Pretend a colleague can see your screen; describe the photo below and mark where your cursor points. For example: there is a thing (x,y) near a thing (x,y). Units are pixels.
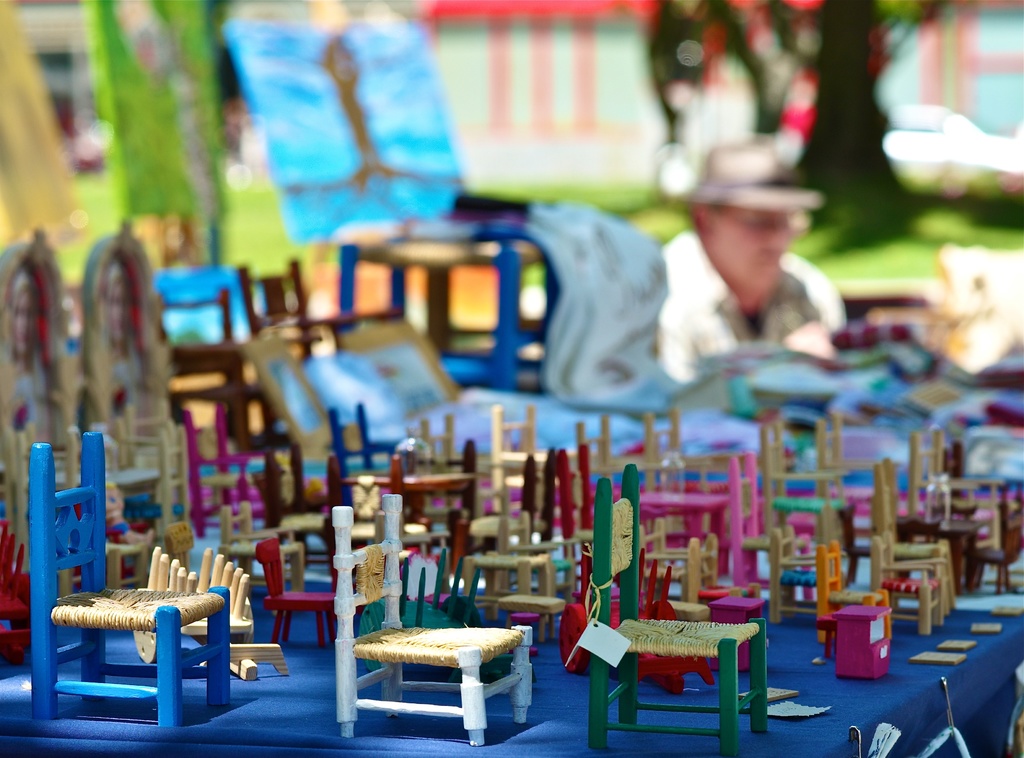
At the bottom of the picture (442,590), we see toy chairs (376,592) are placed on the blue color table (775,673). Behind that, the man (663,343) in a white shirt (707,327) who is wearing a hat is sitting on the chair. Behind him, we see charts (326,183) and boards (326,183). In the background (505,33), we see trees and buildings (649,143). It is blurred in the background (528,279).
